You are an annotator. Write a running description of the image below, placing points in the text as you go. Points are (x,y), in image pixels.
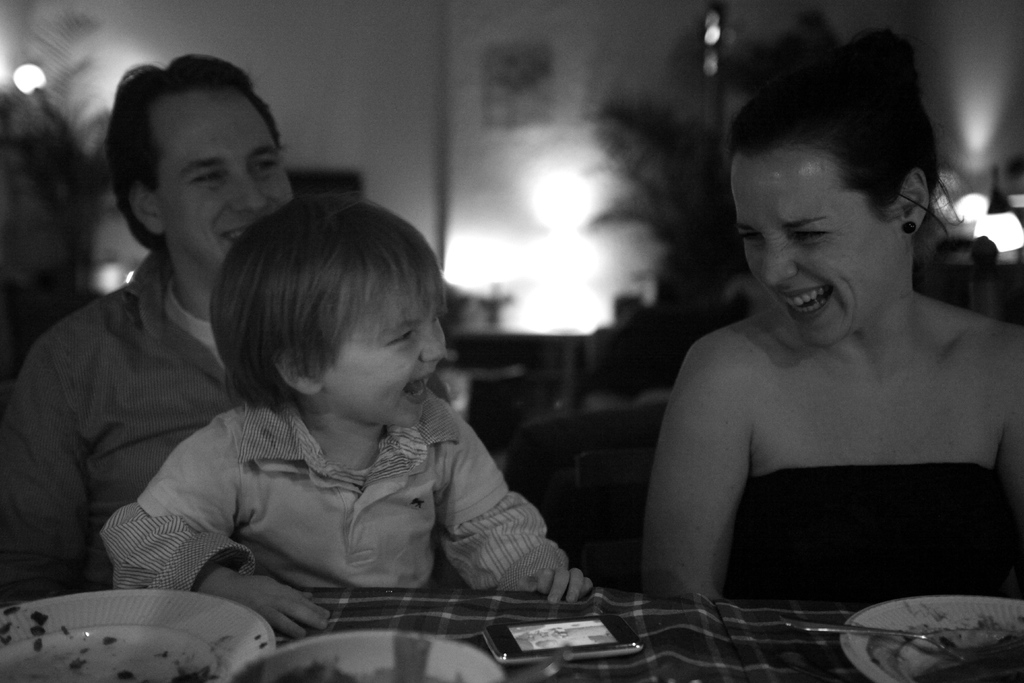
It is a black and white picture. In the center of the image (361,434) we can see a kid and two persons (816,396) are sitting and they are smiling. In front of them, there is a table (675,610). On the table (766,667), we can see a cloth (777,676), plates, one bowl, spoon (889,634), phone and some food items (876,662). In the background (508,88) there is a wall (433,72), lights (580,247) and a few other objects (496,79).
